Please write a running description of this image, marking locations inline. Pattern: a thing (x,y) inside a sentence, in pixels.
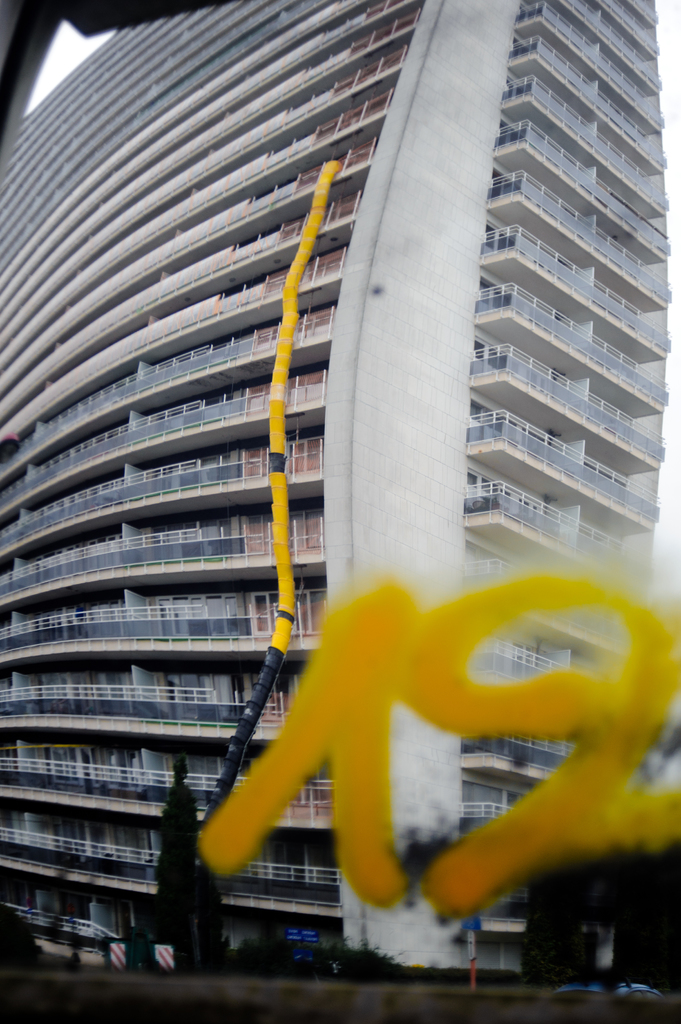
In this picture we can see a building (361,248), in front of the building (502,918) we can find few trees (630,965).
